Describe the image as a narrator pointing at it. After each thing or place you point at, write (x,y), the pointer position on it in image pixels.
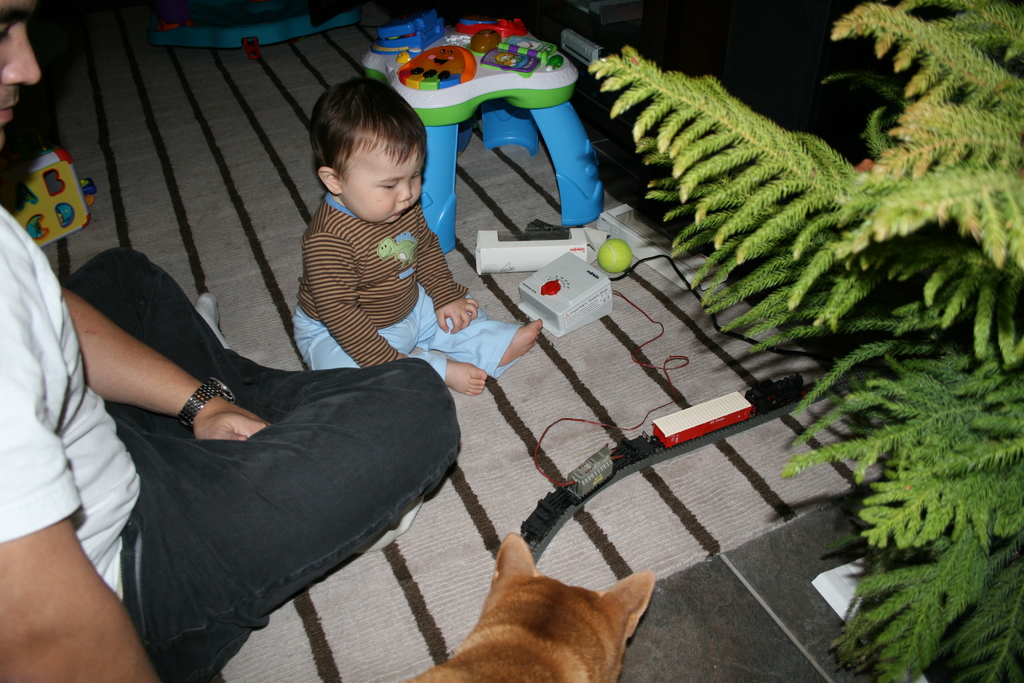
As we can see in the image there is a man (154,401) wearing white color t shirt (82,452), child (354,359), dog (506,665), toy (75,201), ball (620,252), stool (433,139) and a tree (911,211).
